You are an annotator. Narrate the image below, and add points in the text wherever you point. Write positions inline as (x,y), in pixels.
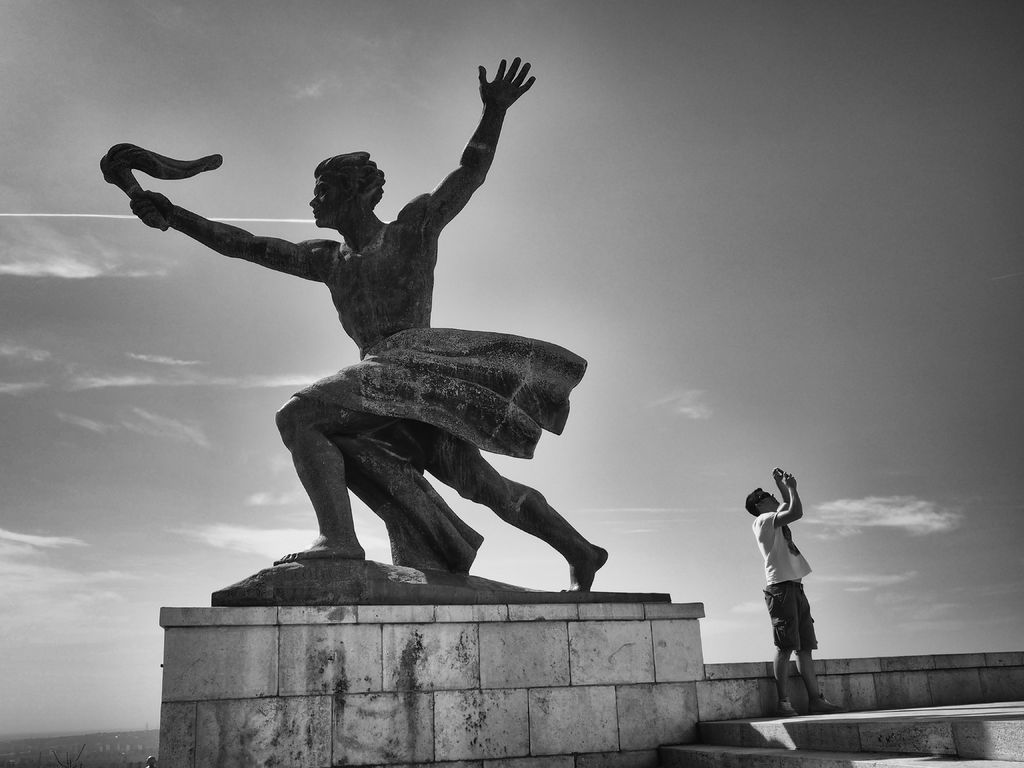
In this image we can see a statue (427,313), a person (760,542) standing near the wall (833,683) and the sky (640,239) in the background (124,511).
